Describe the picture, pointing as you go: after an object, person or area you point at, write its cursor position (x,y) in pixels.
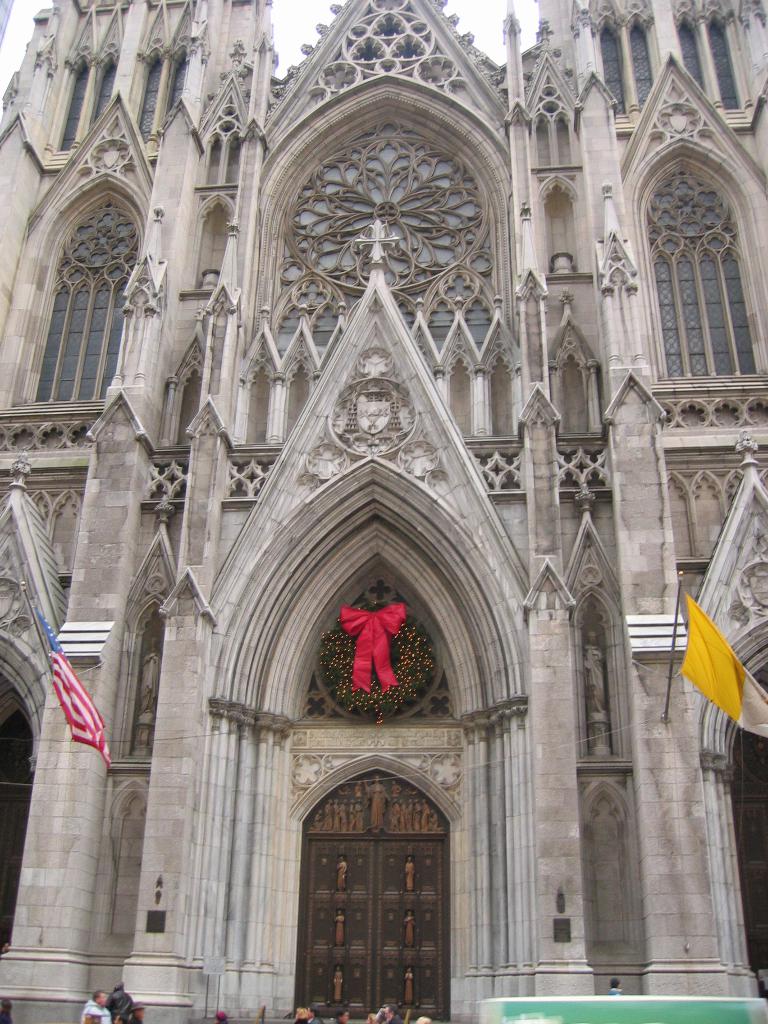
In the foreground of this image (508,626), there is a church (522,396) and two flags (717,650) on either side of the entrance (363,923). On bottom side of the image (90,1020), there are persons (402,1018) and a vehicle (633,1016).
